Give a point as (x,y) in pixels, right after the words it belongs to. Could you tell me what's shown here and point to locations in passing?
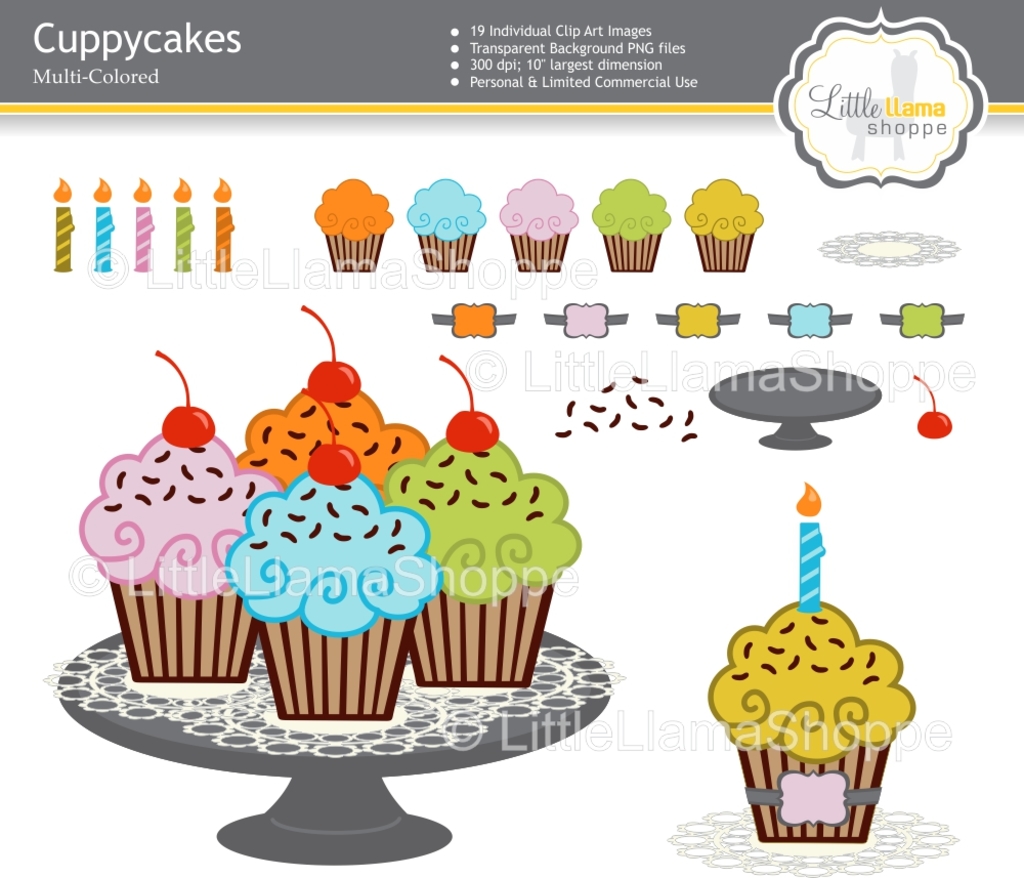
In this picture we can see a poster (529,875), here we can see cupcakes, candles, some objects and some text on it.
